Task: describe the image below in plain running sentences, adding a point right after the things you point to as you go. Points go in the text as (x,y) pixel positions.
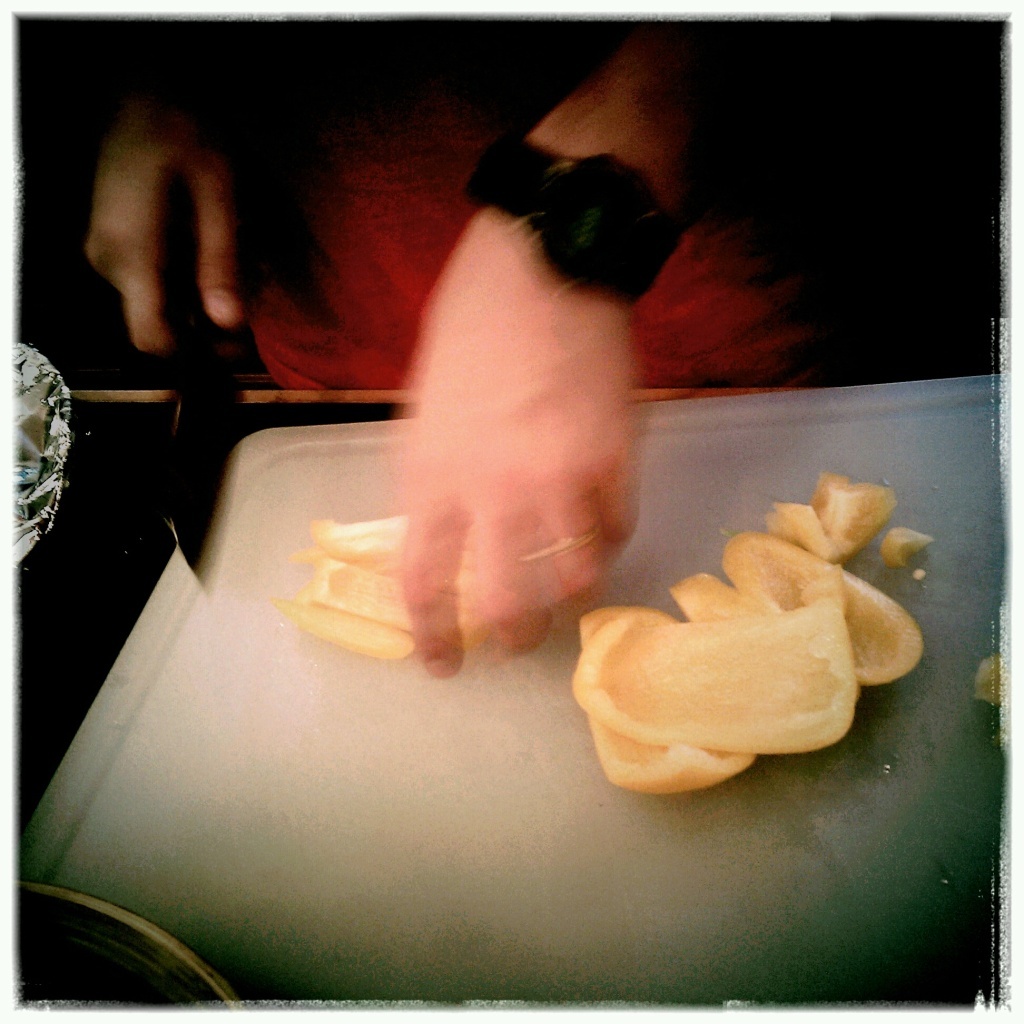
In this image I can see a person hand (530,146), on the hand (559,126) I can see a black color watch (627,176) and holding a food item (372,547) and another hand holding a knife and I can see a white color tray (223,683) in the foreground (521,921), on the tray (204,770) I can see food item (791,749).
